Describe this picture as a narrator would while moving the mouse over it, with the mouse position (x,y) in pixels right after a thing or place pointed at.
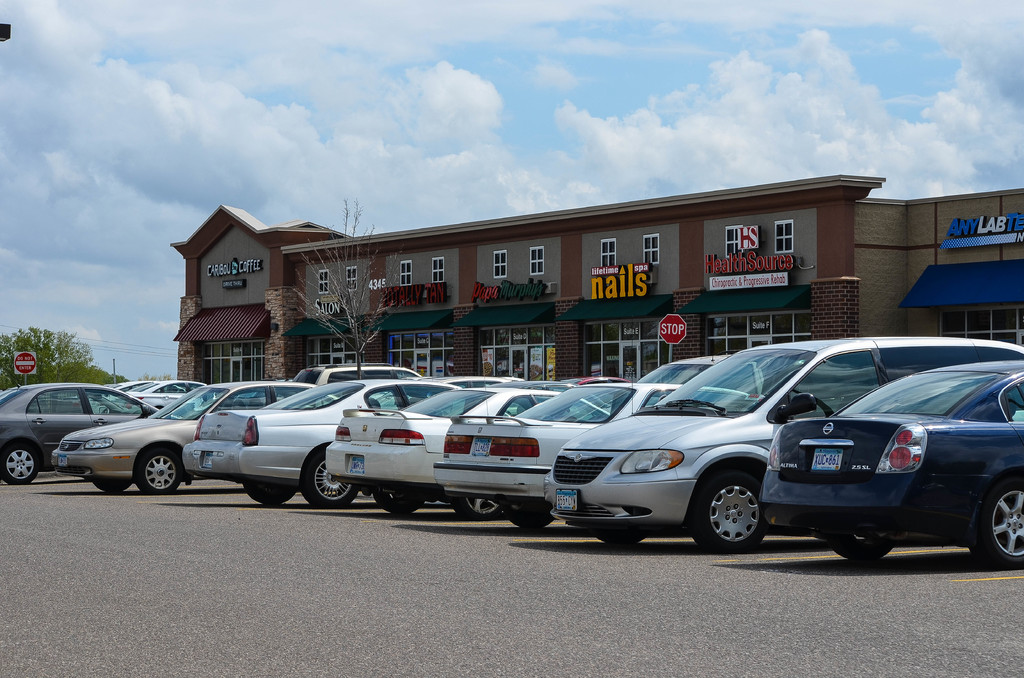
In the image there are many different stores (426,319) in a building (357,251) and in front of that building (370,280) plenty of cars (351,415) were parked on the road (593,658) and in the background (42,348) there is a tree (54,364) and the caution board (30,358).
